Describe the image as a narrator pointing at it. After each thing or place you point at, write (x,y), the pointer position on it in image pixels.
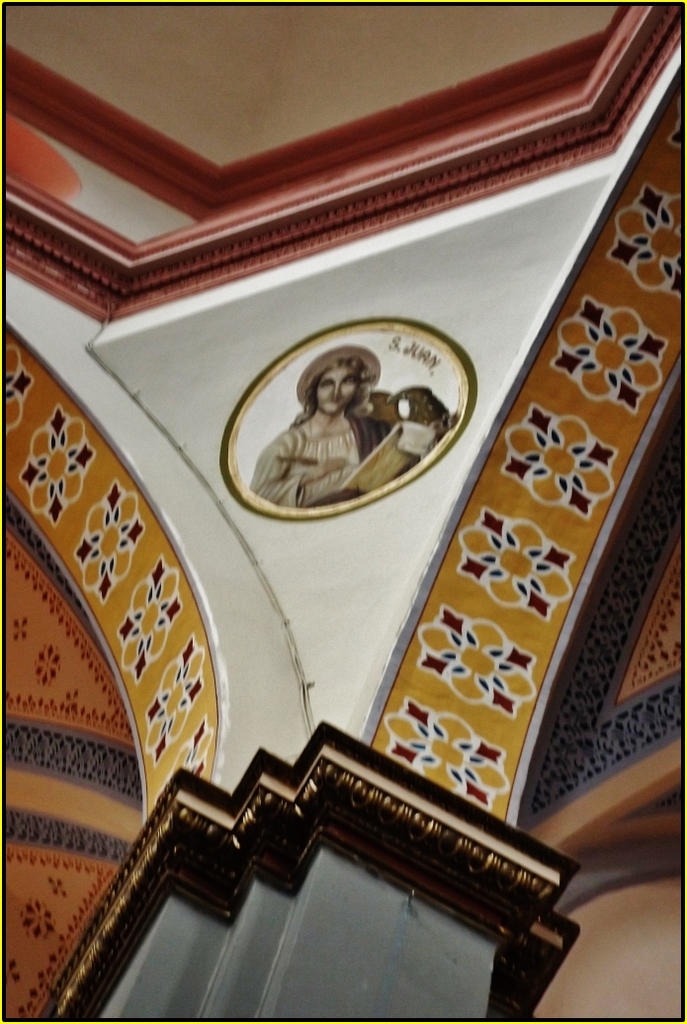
In the image we can see a pillar (324,905) and the design (289,794) on it, and picture (280,389) of a person (282,462) wearing clothes (286,466).
